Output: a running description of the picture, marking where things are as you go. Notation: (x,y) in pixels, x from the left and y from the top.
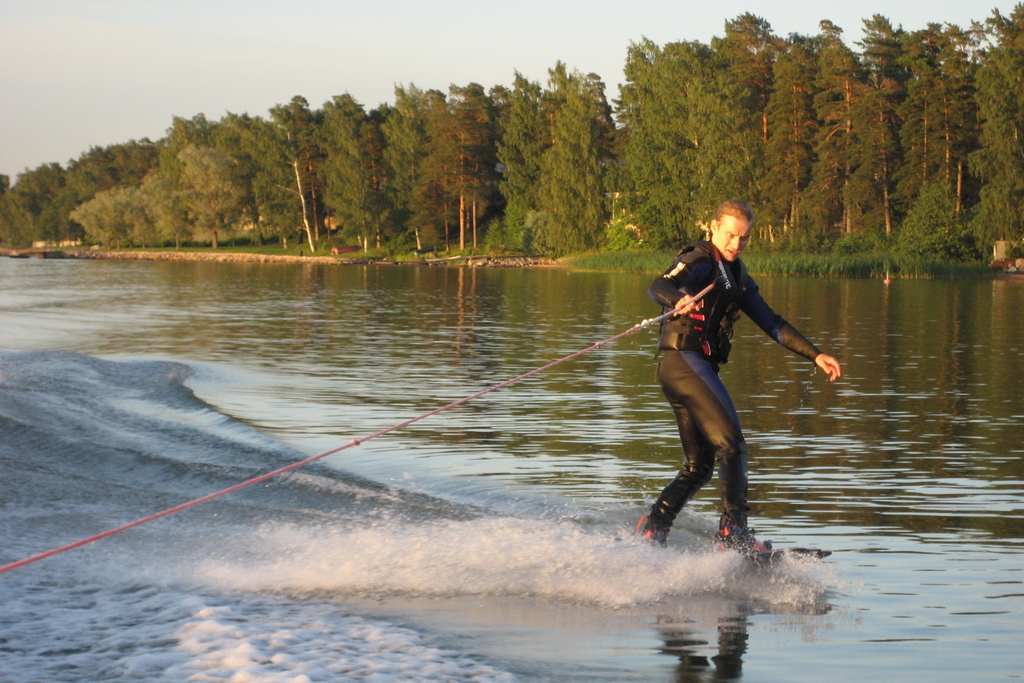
In the picture we can see a person (723,335) wearing black color dress (716,408) surfing on water (651,554) by holding some rope (561,359) in his hands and in the background (194,242) there are some trees (359,207) and clear sky (148,102).
